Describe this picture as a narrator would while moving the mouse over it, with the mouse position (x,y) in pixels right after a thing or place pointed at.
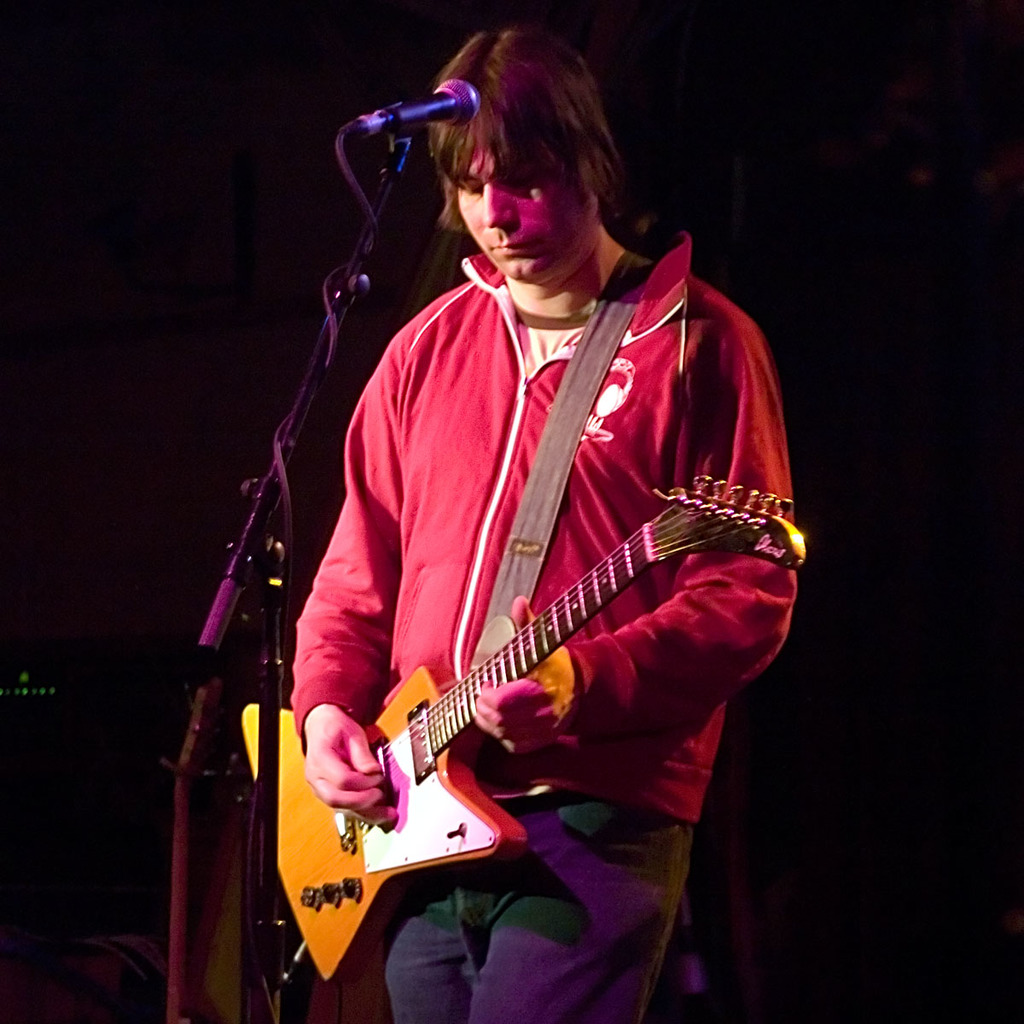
In this image there is a man (459,655) standing in the center (498,681) and holding a musical instrument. In front of the man (504,349) there is a stand (214,634) and there is a mic (413,122).
